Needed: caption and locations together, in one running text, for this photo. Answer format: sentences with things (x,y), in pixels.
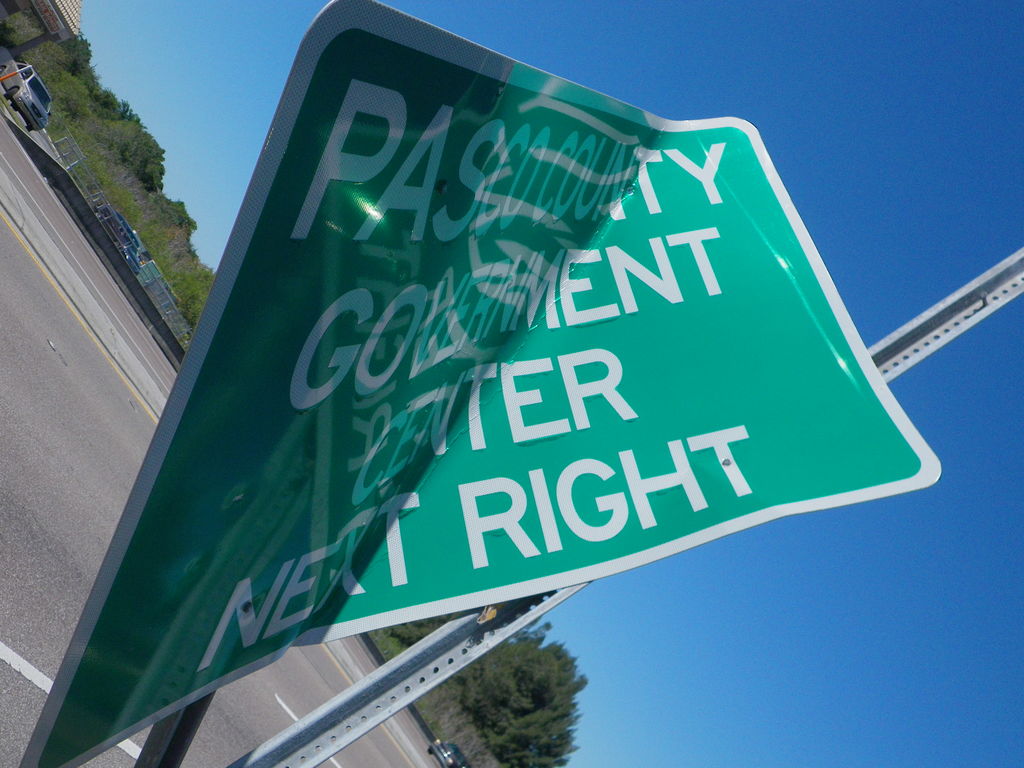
This is an outside view. Here I can see a board (293,503) on which there is some text (553,526) and there is a metal pole (505,627). In the background (69,394) there are few vehicles (29,96) on the road (64,447) and many trees (514,679). At the top of the image (907,77) I can see the sky (884,130) in blue color.
